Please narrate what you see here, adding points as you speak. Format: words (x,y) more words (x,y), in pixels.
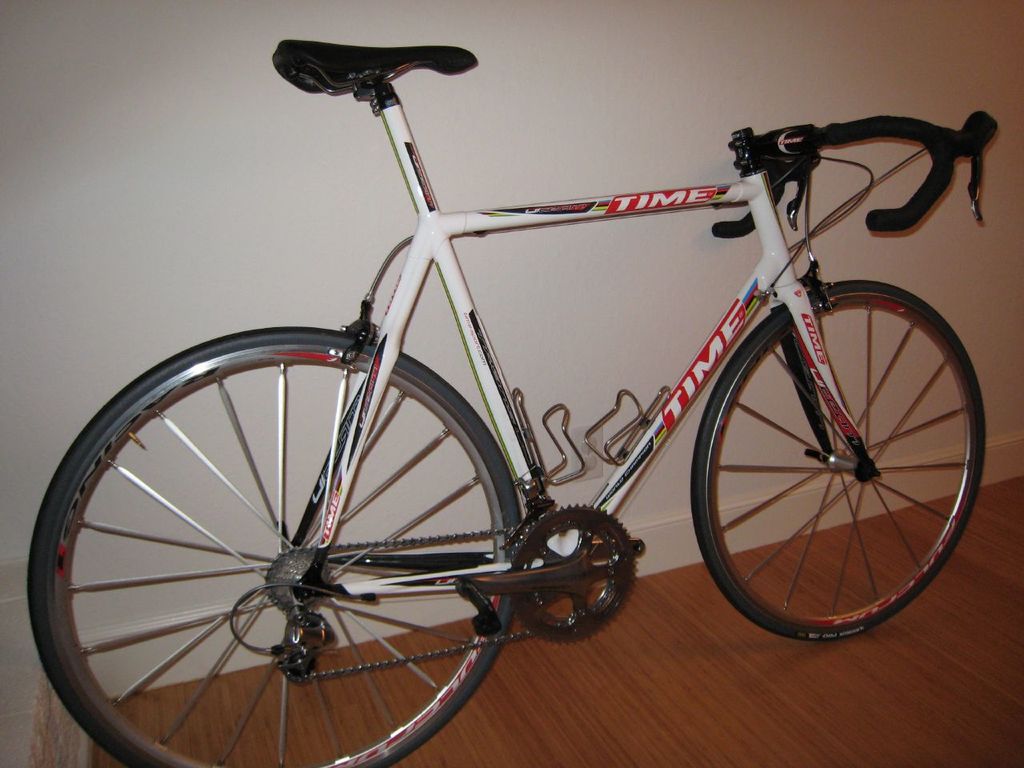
There is a white color bicycle (541,214) which has time (684,197) written on it is beside the wall (597,174).
